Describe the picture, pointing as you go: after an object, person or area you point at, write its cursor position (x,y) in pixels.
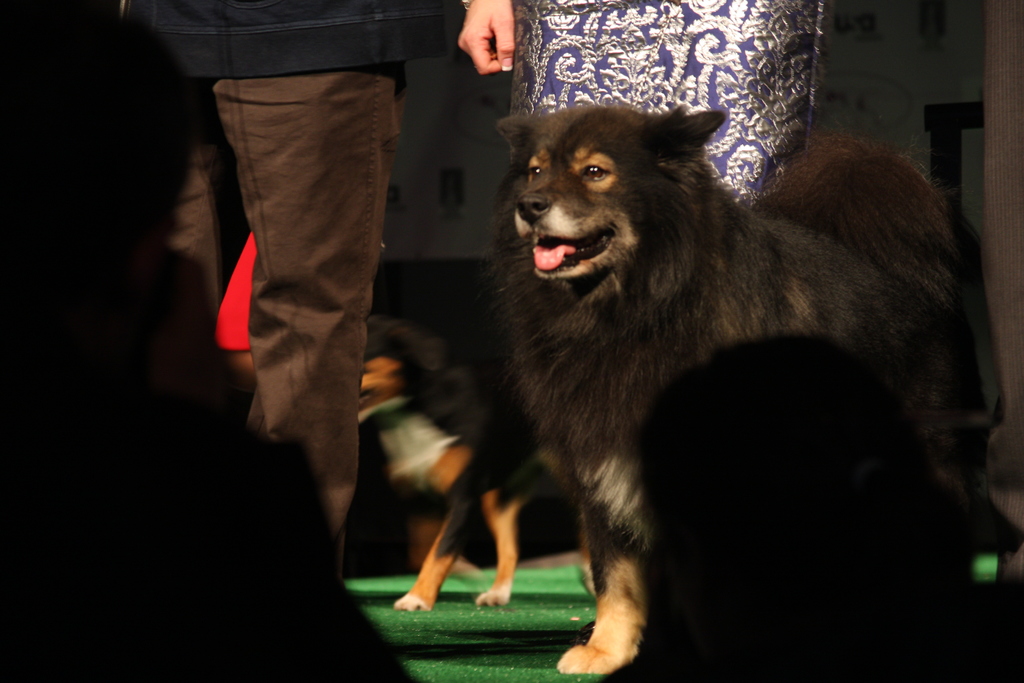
In the picture there are dogs (509,374) present, beside the dogs (578,669) there are people (133,478) present.
